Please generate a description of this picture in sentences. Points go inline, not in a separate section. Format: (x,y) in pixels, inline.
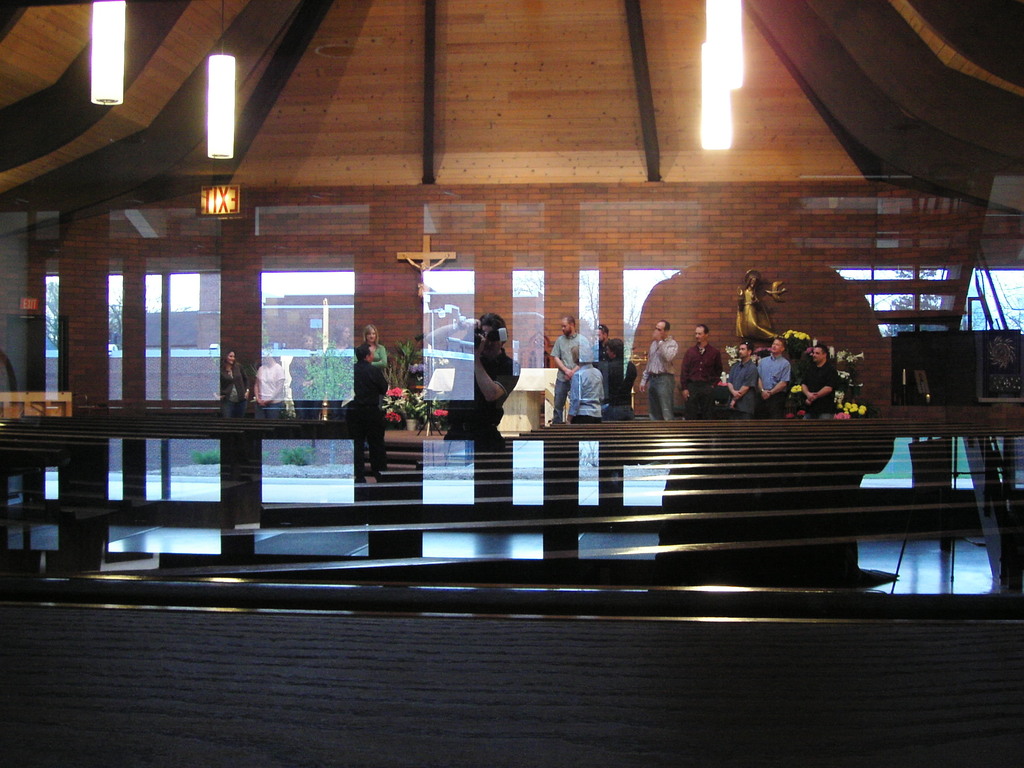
At the bottom of the image (396,647) there is a surface (424,648). Above the surface (467,618) there is a glass (470,335). Through the glass (472,379) we can see few people (646,377) are standing and behind them there is a brick wall (546,275) and also there are glass doors (349,304). There are lights (707,52) hanging on the top (212,88).
